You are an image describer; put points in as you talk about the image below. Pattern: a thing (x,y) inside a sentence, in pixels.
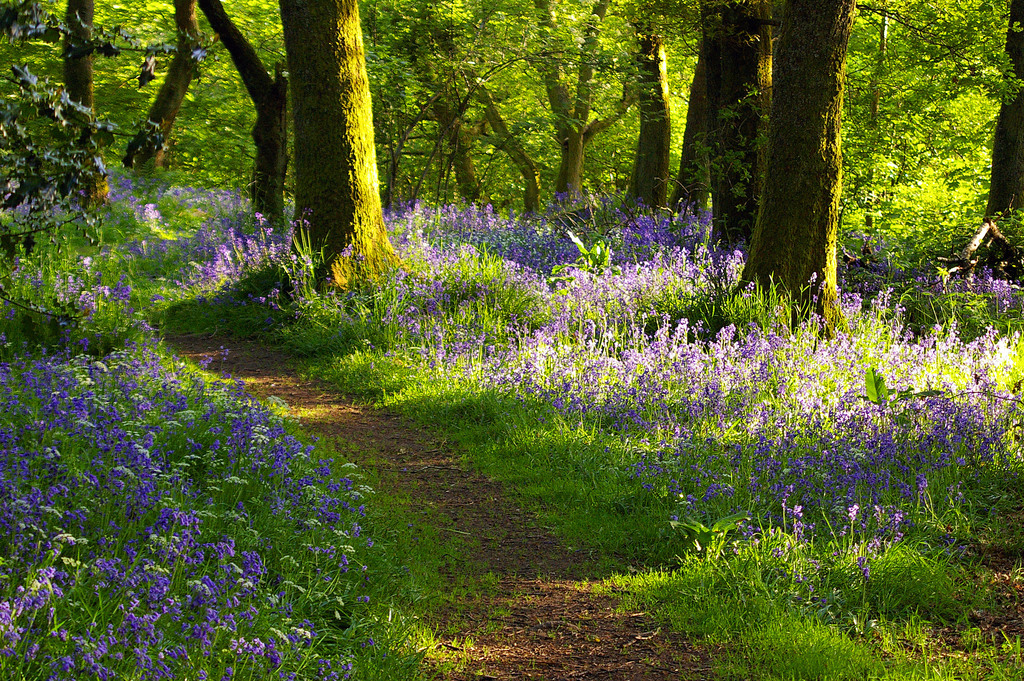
In this image in the background (343,202) there are some trees (919,178), and at the bottom (377,533) there are some plants (558,438) flowers (883,458) and a walkway (535,576).
